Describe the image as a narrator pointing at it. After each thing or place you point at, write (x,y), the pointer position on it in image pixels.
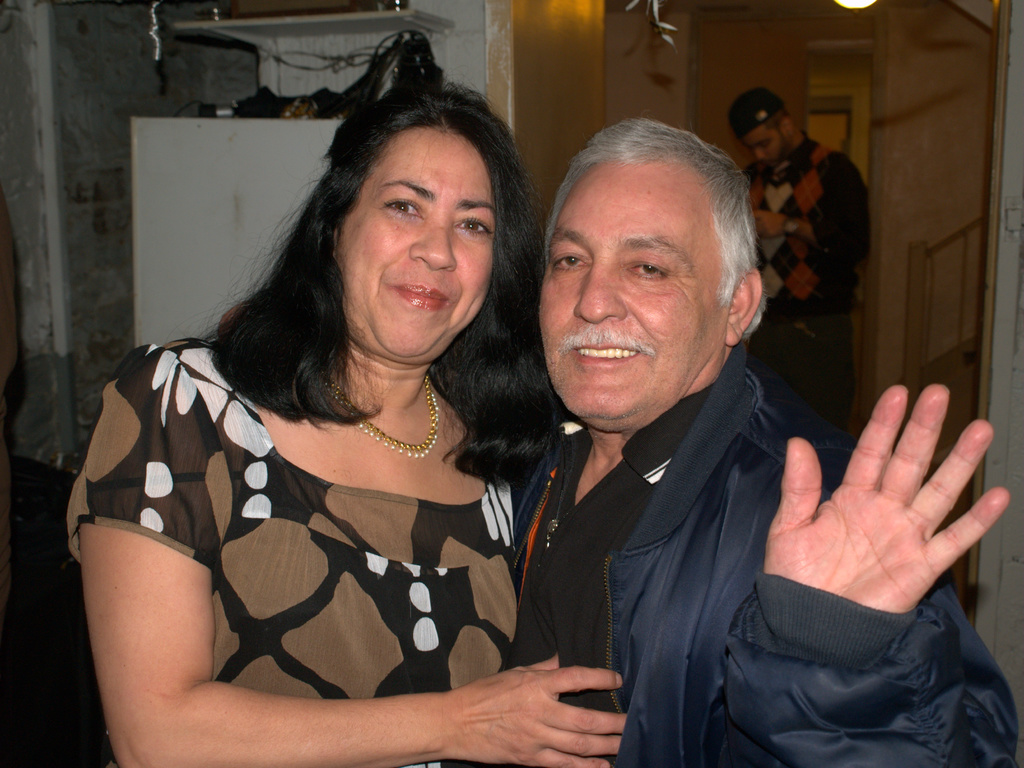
This picture is an inside view of a room (444,351). In the center of the image (622,402) we can see two persons (499,393) are standing and smiling. In the background of the image (6,146) we can see the wall (171,114), shelves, lights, a person (837,153), stairs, door (564,64) and some objects (280,114).
